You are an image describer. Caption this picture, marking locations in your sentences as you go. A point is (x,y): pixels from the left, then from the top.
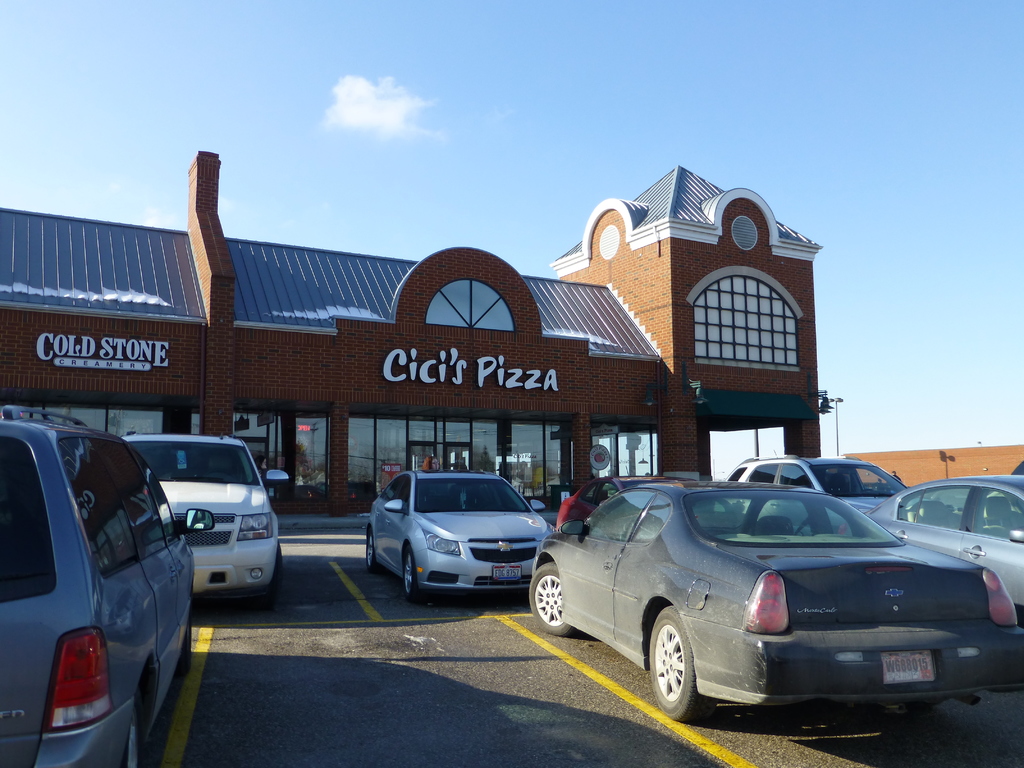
In this picture I can see there are few cars (422,548) parked here and there is a building (381,399) in the backdrop (320,371) and there is a name plate (61,352) on the building (353,429) with windows (591,432). The sky (336,111) is clear.
